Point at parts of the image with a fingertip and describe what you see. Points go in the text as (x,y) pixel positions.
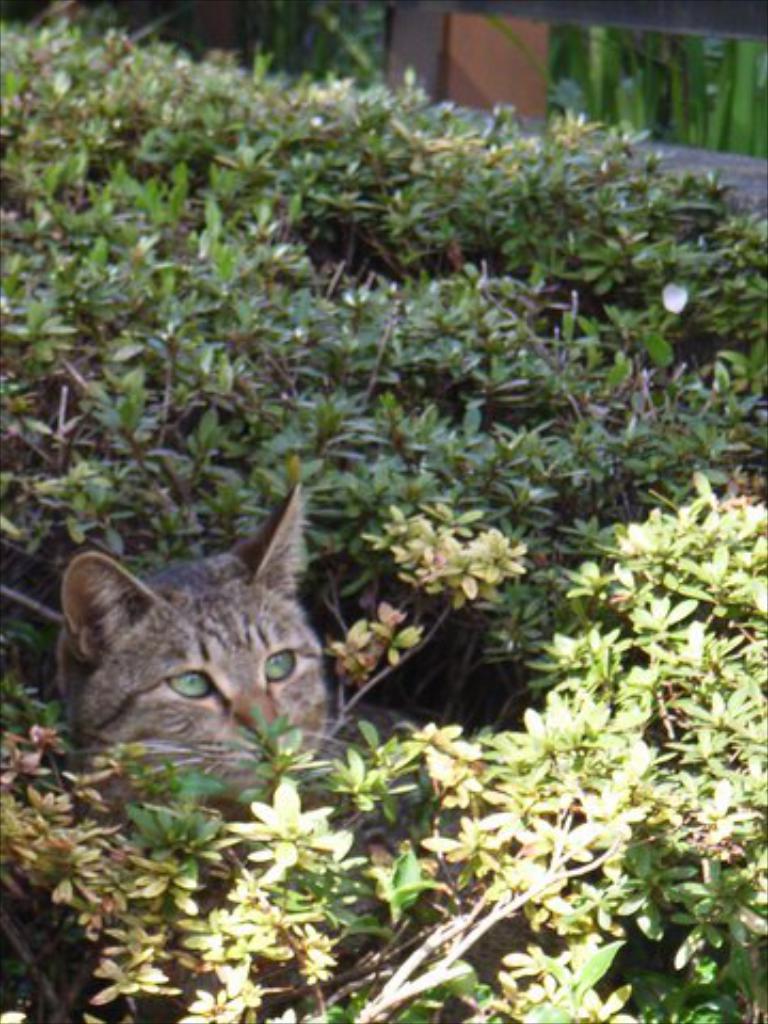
In this image, there are some green color plants (466,434), at the left side (103,701) there is a cat (82,723) sitting in between the plants (293,801).
